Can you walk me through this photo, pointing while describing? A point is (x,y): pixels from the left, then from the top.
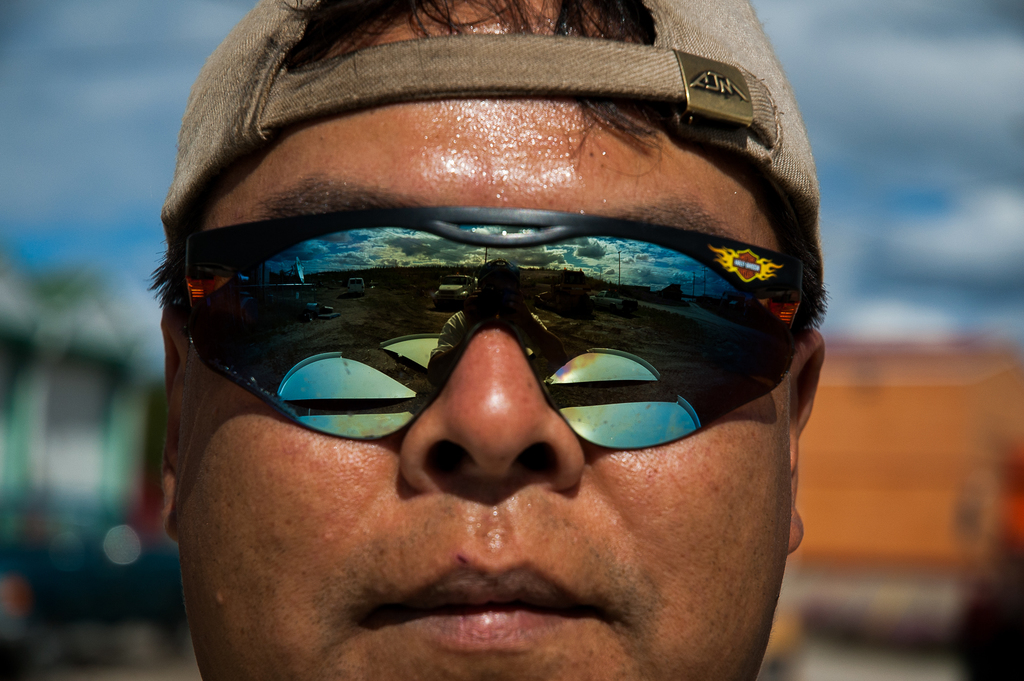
In this picture we can see a cap (745,83), face (536,620) of a man (330,586), goggles (452,276) with the reflection (442,281) of vehicles (350,282) on the ground (312,297), poles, sky (448,245) with clouds (549,251) on it and in the background (877,198) it is blurry.
